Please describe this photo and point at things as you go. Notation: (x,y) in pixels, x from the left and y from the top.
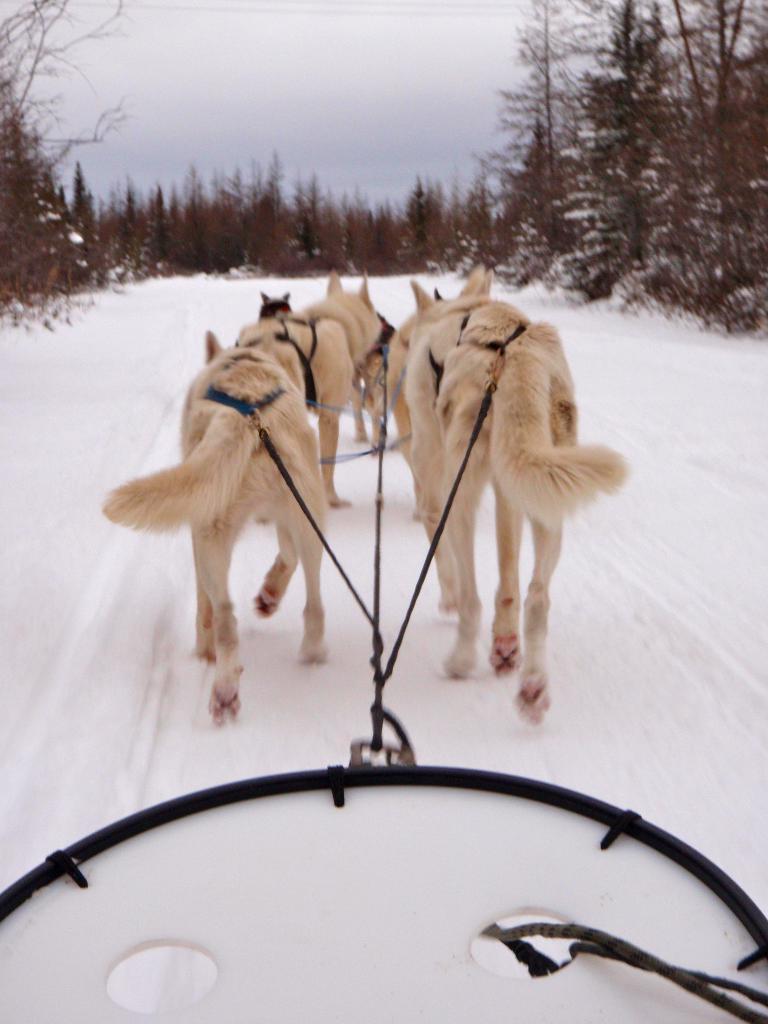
This image consists of animals (535,406) to which a cart (574,1013) is tied. At the bottom (677,759), there is snow (347,629). In the background (498,199), there are plants (701,242) and trees (256,226). At the top (231,70), there is sky (209,139).
